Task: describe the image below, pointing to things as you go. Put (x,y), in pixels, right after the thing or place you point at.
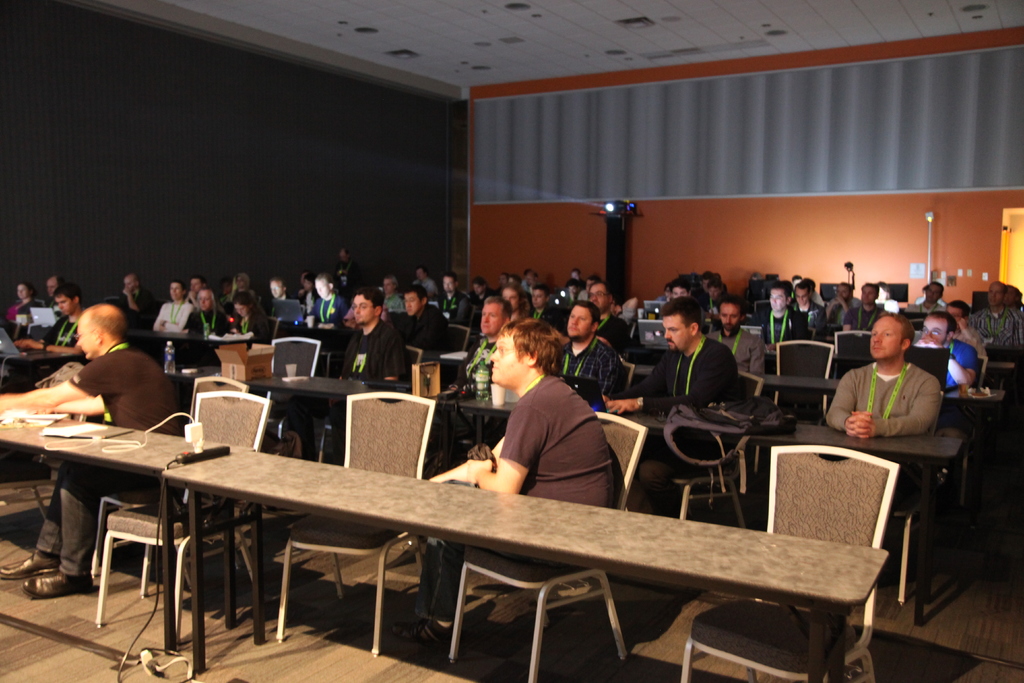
In this image we can see a group of people (959,371) who are sitting on a chair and they are working on a laptop (45,319). Here we can see a projector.
